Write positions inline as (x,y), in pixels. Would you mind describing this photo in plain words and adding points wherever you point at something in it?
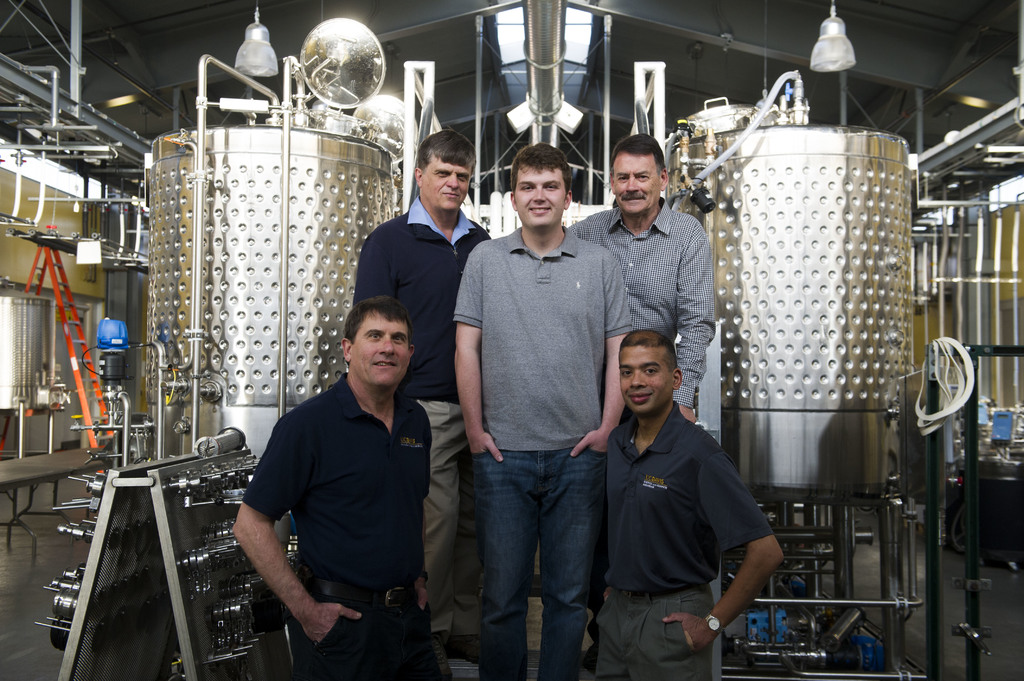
In this image I can see few people (509,273) standing. Back Side I can see filters (855,325), lights (834,53) and few pipes (99,428). I can see a shed (709,1) and orange color ladder (76,342).
